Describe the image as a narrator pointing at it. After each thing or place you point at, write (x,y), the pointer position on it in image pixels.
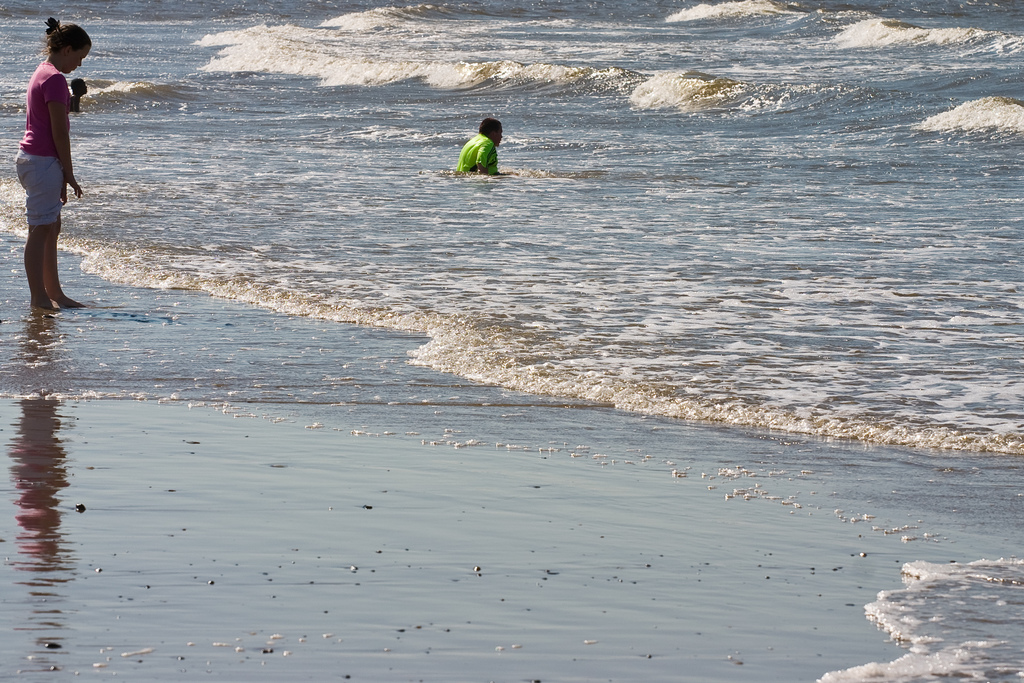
This is the woman (37,187) standing. I think this is a seashore (357,563). I can see another person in the water (513,172). This looks like a sea (629,97) with the water (756,147) flowing.
